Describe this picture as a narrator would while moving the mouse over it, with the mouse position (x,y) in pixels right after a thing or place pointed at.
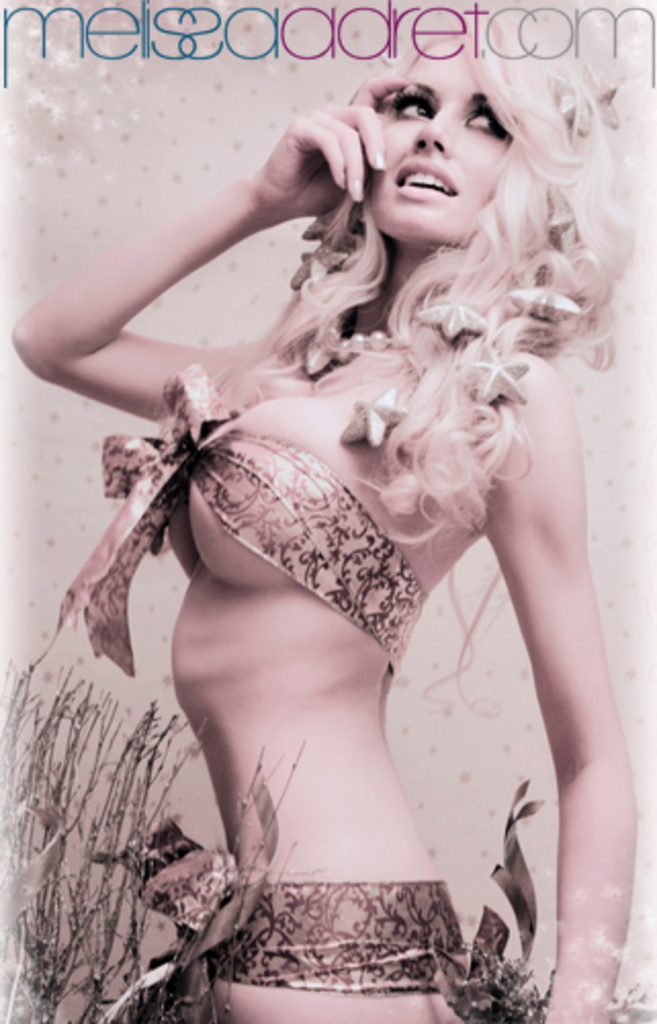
In this image we can see a woman (290,549). In the bottom left (64,962) we can see the plants (88,921). At the top (153,37) we can see the text (149,29).
